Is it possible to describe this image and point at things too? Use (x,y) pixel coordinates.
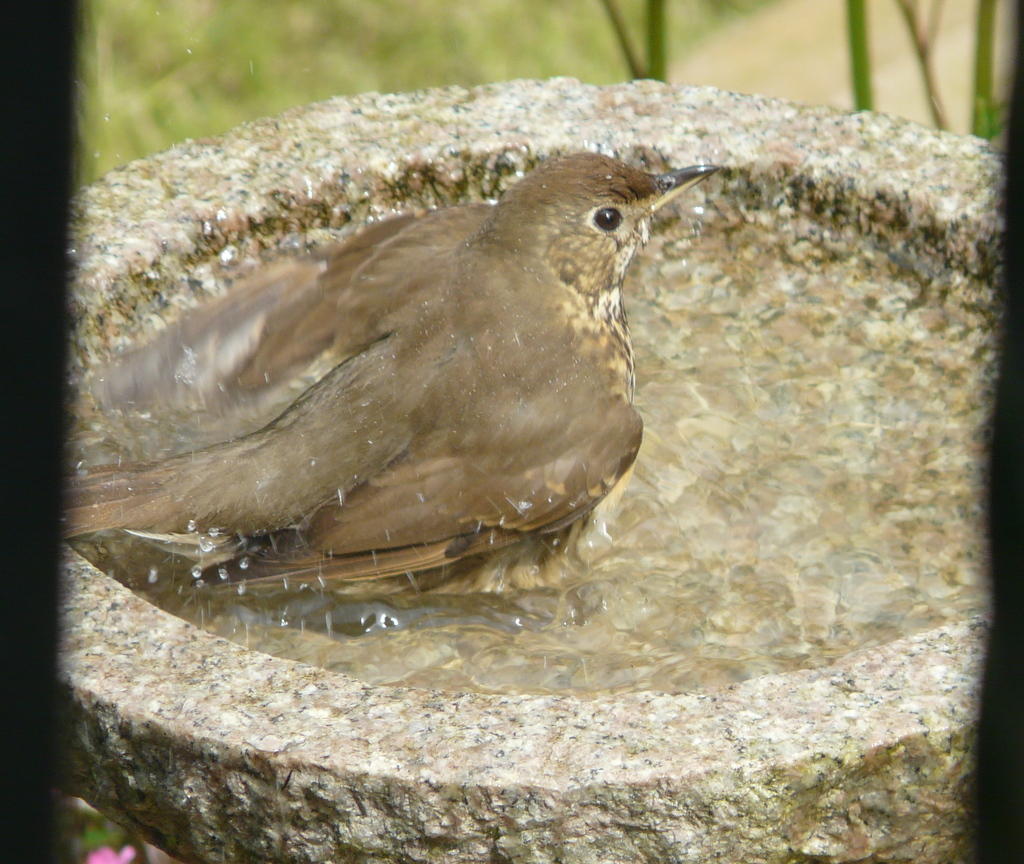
In this image I can see a stone (429,135), the water (747,403) and a bird (379,392) which is brown, cream and black in color. I can see the blurry background (147,88).
